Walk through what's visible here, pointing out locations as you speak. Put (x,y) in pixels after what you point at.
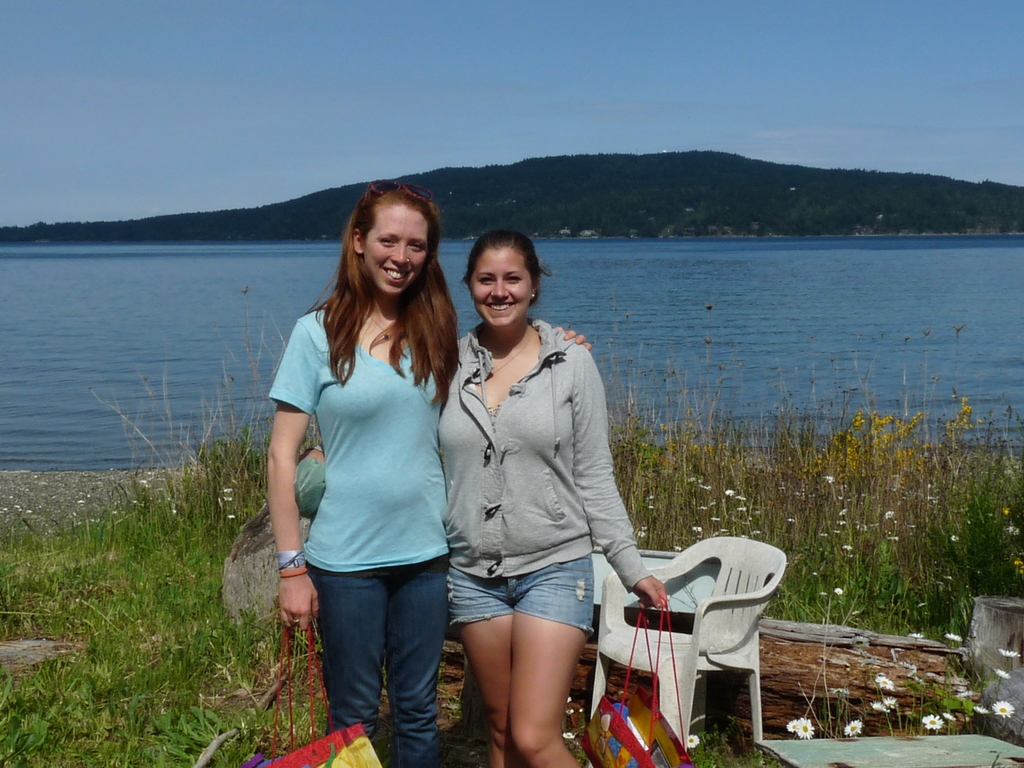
In the image we can see there are women (410,503) who are standing and they are holding bags (663,753) and at the back (659,311) there is river (924,283).
